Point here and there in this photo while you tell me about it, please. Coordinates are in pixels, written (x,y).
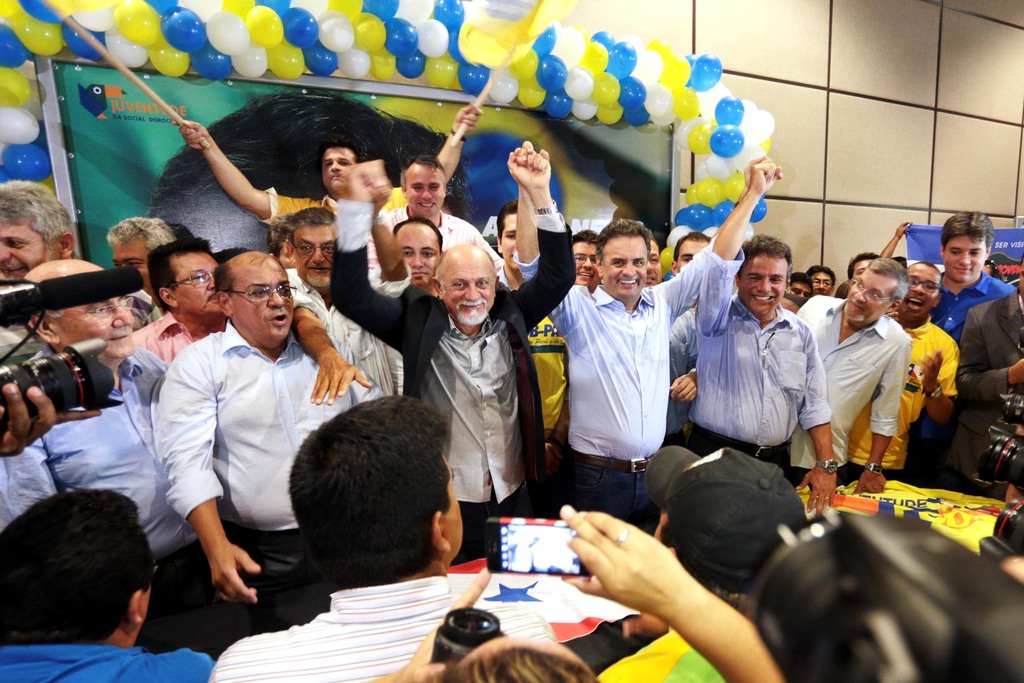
In this image we can see people (644,367) standing. At the bottom (477,678) we can see a person (496,661) holding a mobile (515,548). On the left (58,395) we can see a camera (75,390). In the background (196,106) there are balloons (757,120), boards (568,141) and a wall (869,133).
